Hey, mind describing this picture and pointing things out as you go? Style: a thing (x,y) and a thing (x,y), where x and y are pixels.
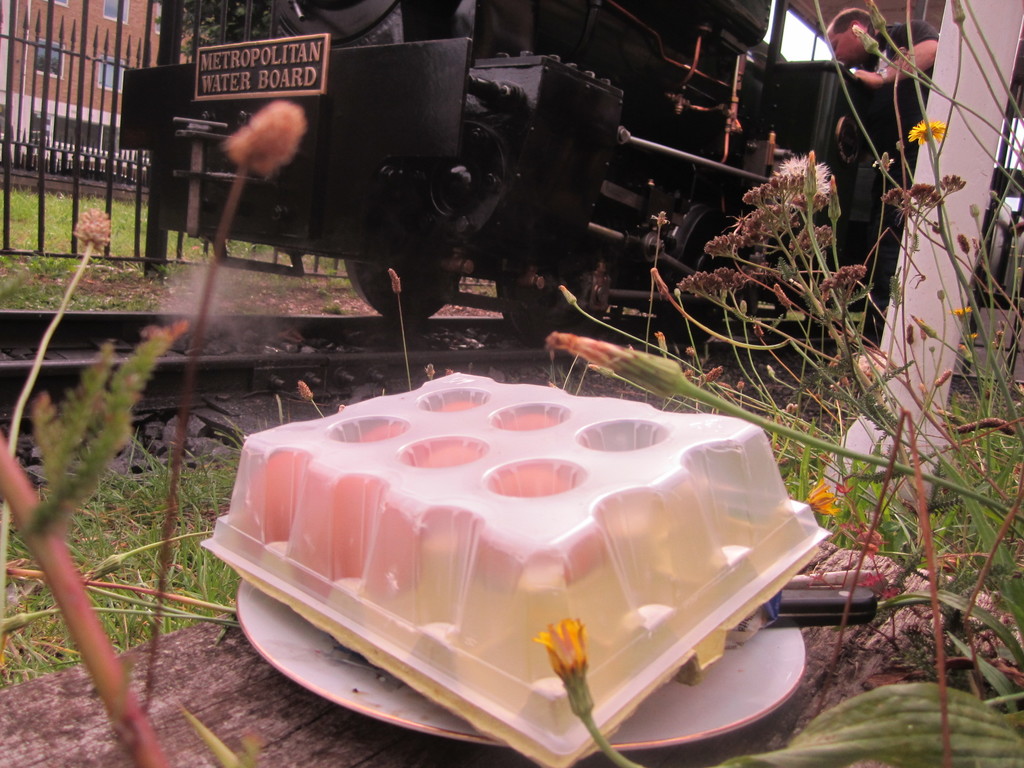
In this image there are some objects (640,526) present in the plate (772,689). In the background (456,197) there is a train (387,196) on the railway track (422,333). Some plants (949,597) and fence (104,165) are also visible. In the background (89,6) there is a building (100,45).
